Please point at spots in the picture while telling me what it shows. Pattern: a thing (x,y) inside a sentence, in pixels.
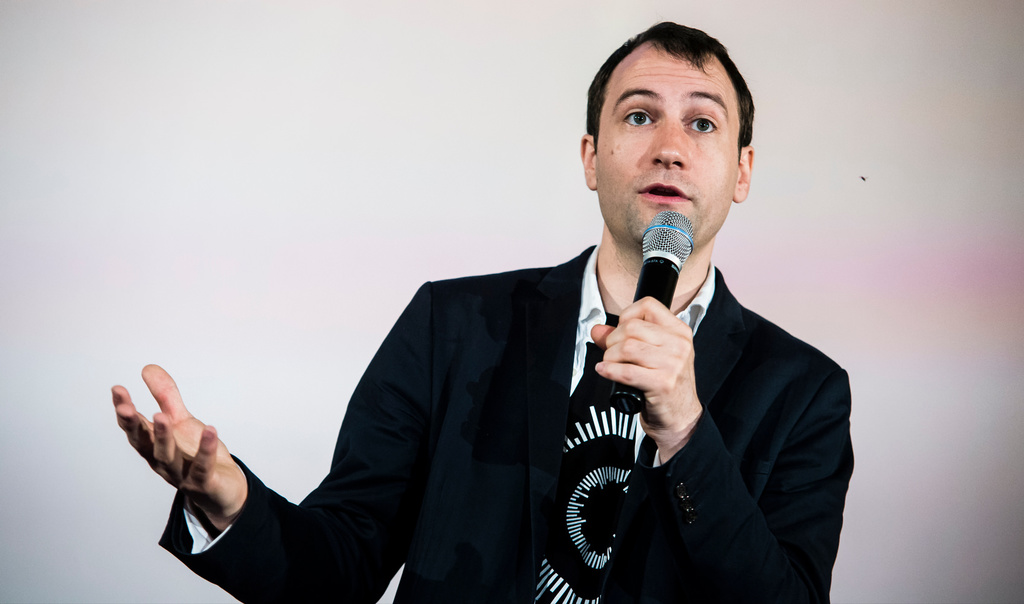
This image consists of a man (418,425) who is wearing black blazer (683,510). He is holding a mic (680,248) in his hand (666,412). He is talking something.
